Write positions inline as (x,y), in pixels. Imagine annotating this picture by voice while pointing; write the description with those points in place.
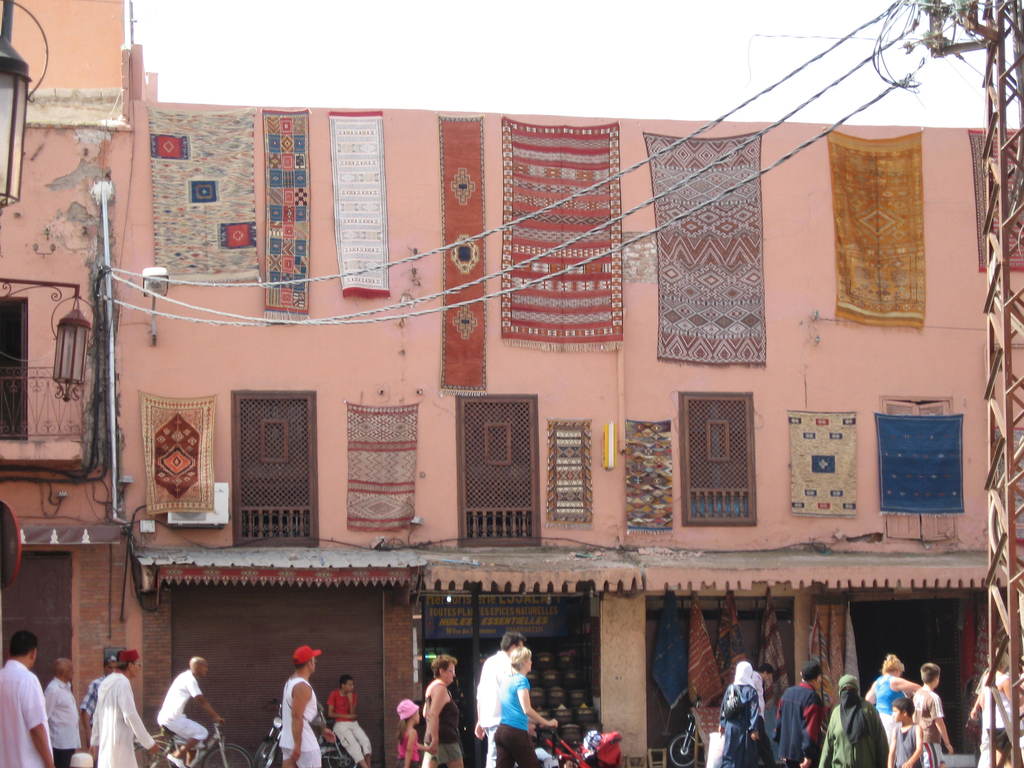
In this picture we can see a building (598,351) on which we can see some colorful clothes (736,333), in front (32,763) we can see people (183,723) are walking.
